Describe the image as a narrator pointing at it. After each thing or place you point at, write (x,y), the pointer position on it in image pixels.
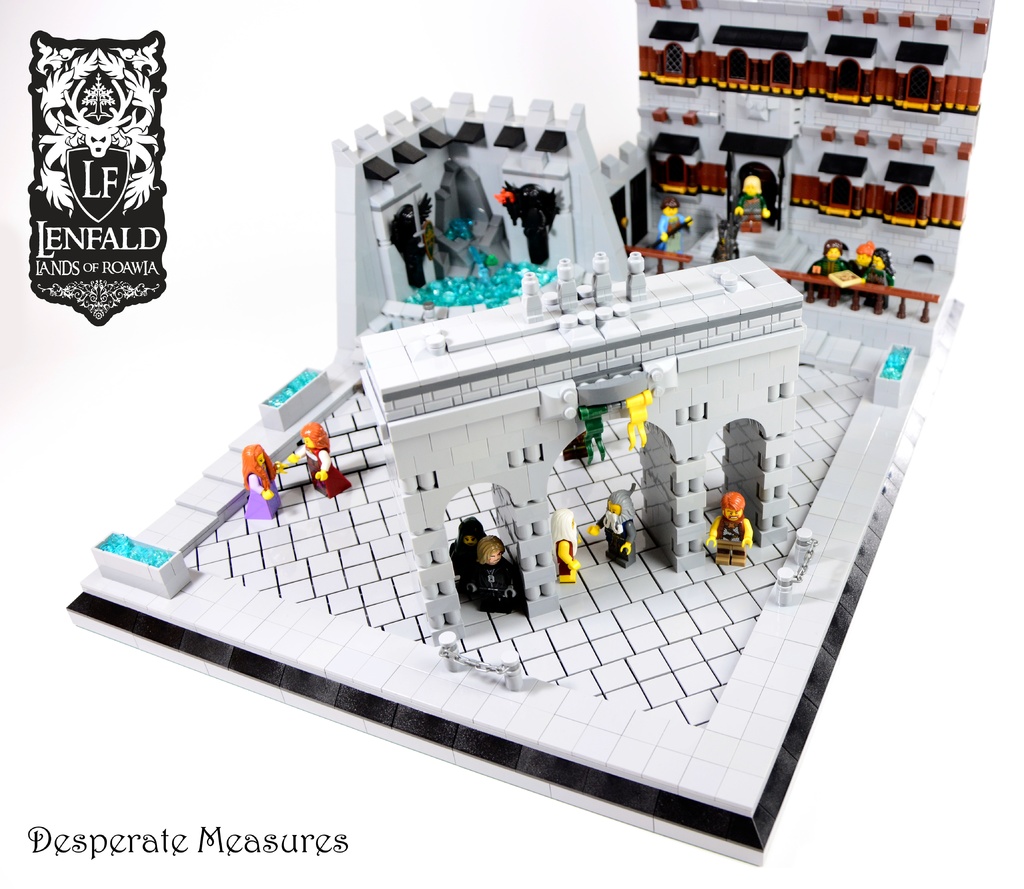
In this picture we can see few toys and a building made of Lego (332,490), in the top left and bottom left we can see a logo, some text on it.
